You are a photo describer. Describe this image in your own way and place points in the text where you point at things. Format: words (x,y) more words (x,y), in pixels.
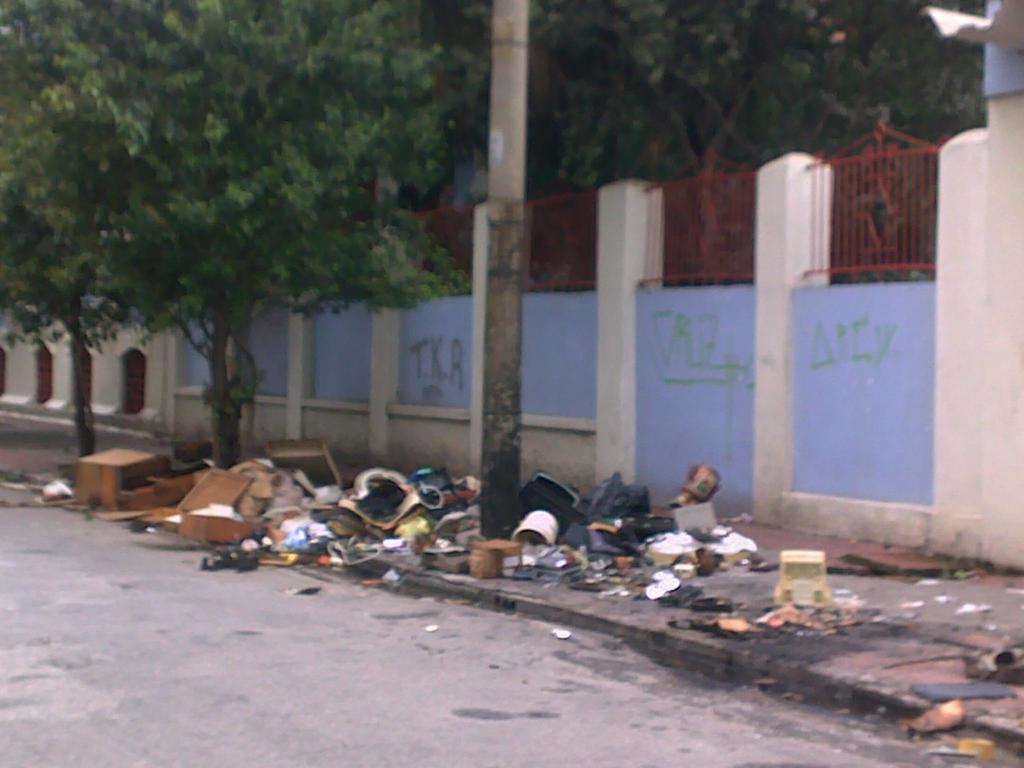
In this image we can see some scrap (511,553) on the pathway (344,651). We can also see a group of trees (240,223), a wall (538,468) with some written text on it and the railing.
